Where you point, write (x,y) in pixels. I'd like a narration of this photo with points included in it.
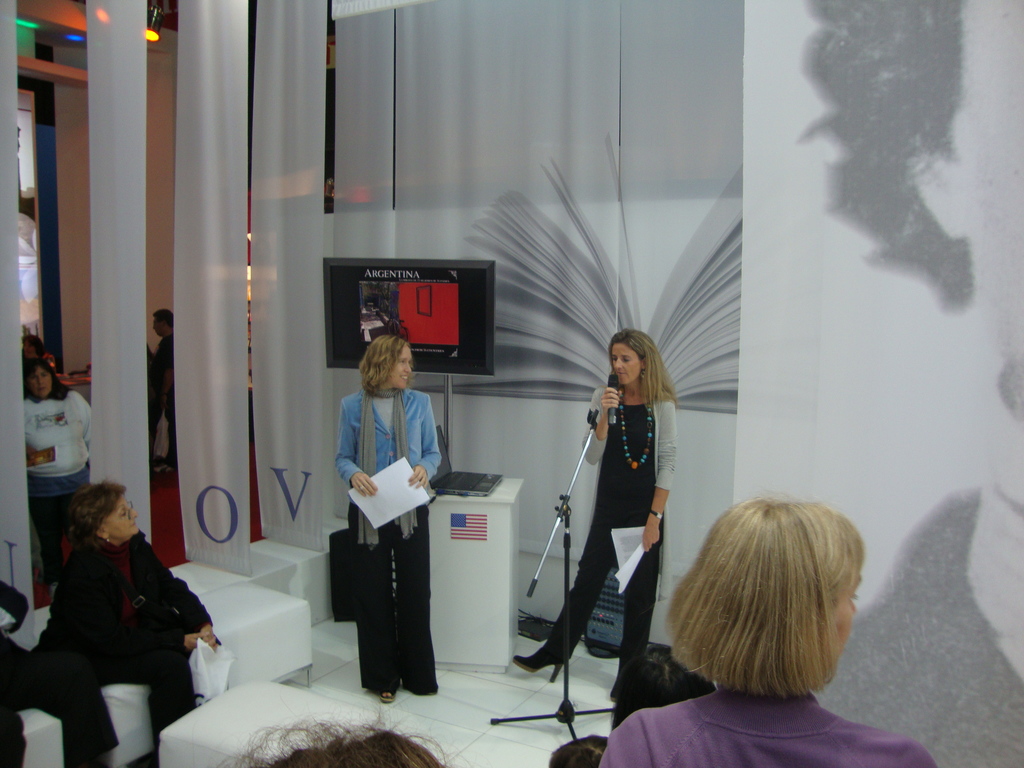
In this image, we can see some people (591,607). Among them, a person (600,557) is holding a microphone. We can also see a screen (338,340) and some white colored objects (322,717). We can see some curtains (302,14), a poster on the right (974,326). We can also see the wall (70,214) and the ground (450,706).
